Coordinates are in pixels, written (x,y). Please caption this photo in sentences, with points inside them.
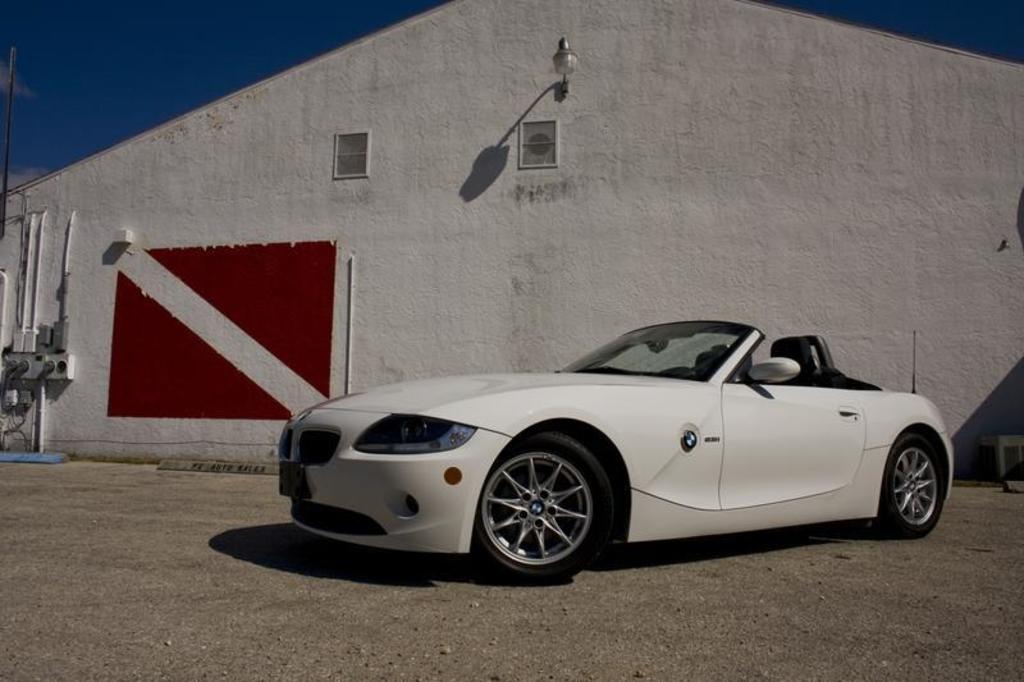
In this image we can see a building (346,173) with a lamp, windows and some pipes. We can also see a car (406,505) on the ground (475,631) and the sky (73,146) which looks clear. On the right side (1011,474) we can see an air conditioner (1011,459) placed on the ground (700,549).
